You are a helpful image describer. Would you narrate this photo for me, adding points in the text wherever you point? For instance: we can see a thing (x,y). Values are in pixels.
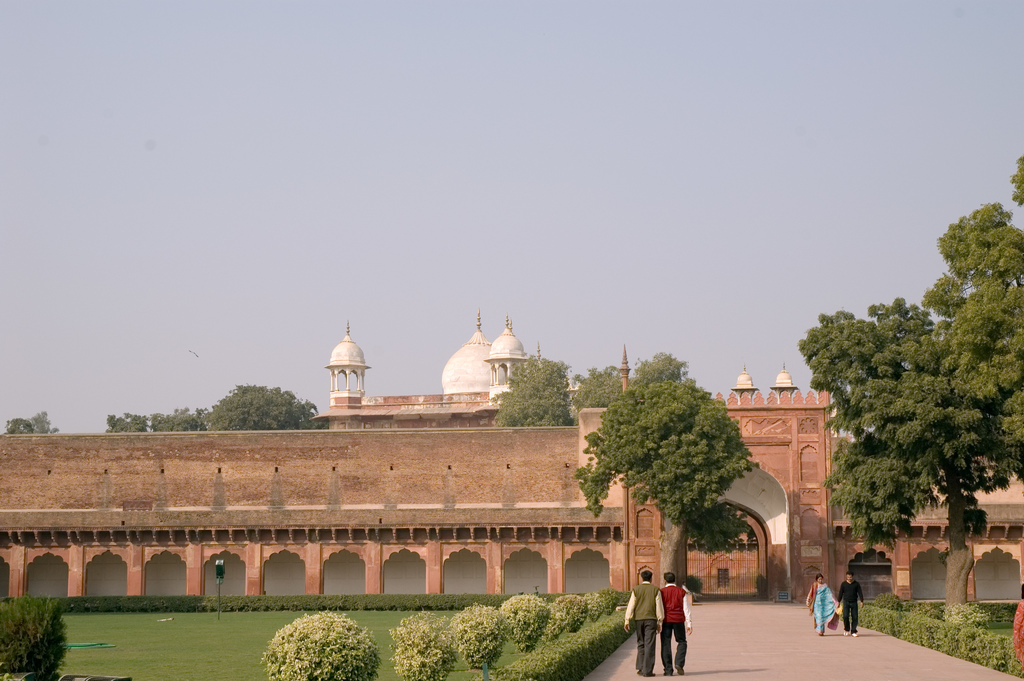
In this image we can see there is a monument (589,413) in front of it there are people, a pole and a garden (590,634) which contains trees (713,419) and plants (469,634), in the background (35,240) there are trees (326,427) and there is the sky (74,325).
